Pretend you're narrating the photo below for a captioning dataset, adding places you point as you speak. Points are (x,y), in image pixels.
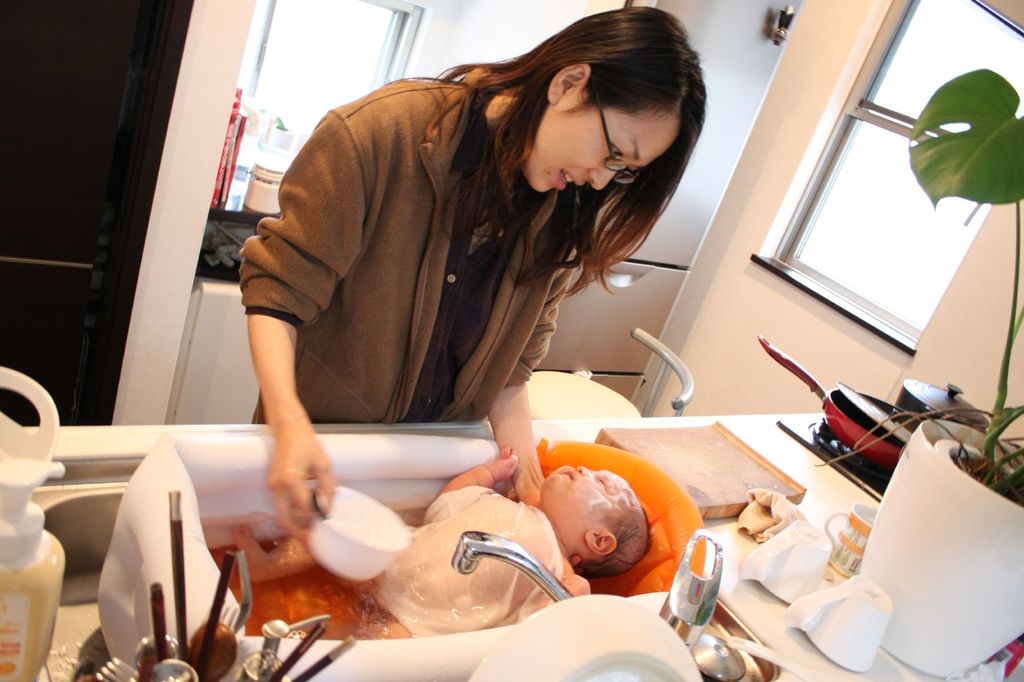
In the foreground of this image (541,489), there is a baby (540,519) in a water tub (379,491) in the sink (92,592). On the slab (873,666), there are two vessels (932,396) on the stove (843,461), chop boards (768,479), cloth (785,497), cups (857,530), flower pot (929,535), planter (981,542), few objects (225,668) and a bottle (14,495). Behind it, there is a woman (465,242) standing and holding a bowl (373,512). Behind her, there is a chair (577,389), refrigerator (724,58), windows (293,44), few objects (265,175), wall (191,125) and the door (120,127).
